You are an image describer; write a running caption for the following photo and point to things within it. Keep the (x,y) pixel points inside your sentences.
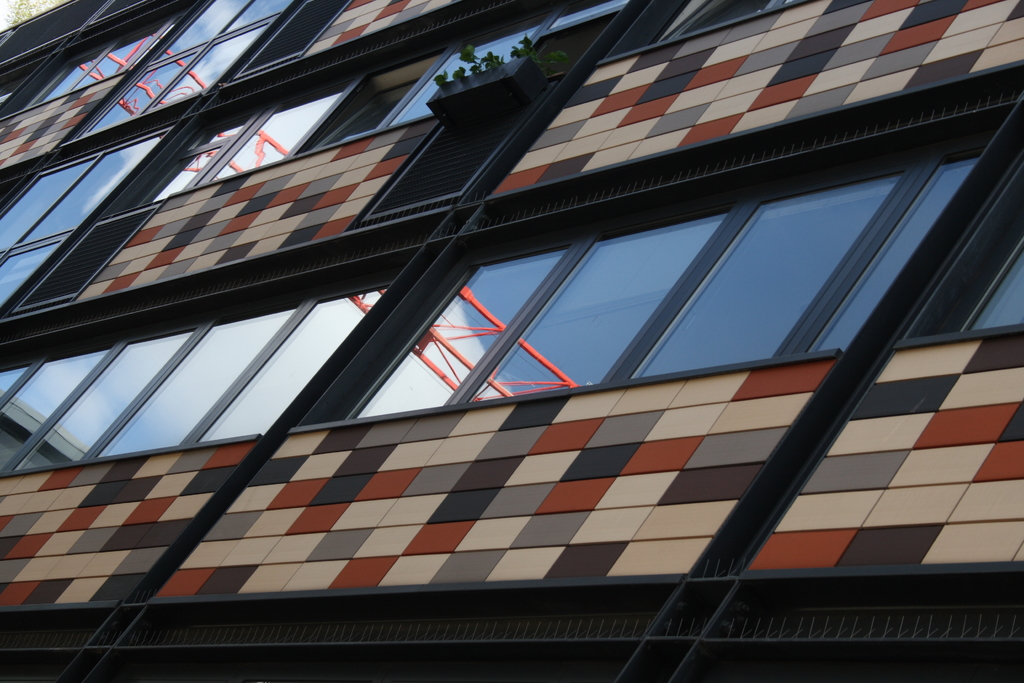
This is a zoom-in picture of a building (529,395). We can see the glass windows (257,402) in the middle of this image (671,341).
